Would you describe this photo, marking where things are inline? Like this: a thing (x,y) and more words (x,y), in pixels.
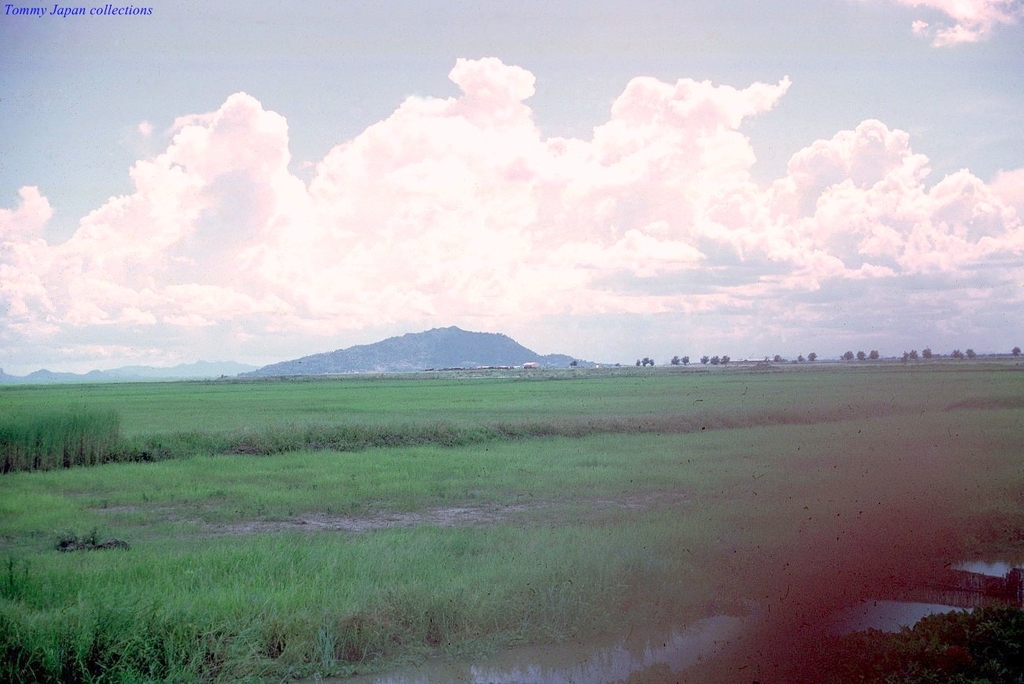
In this picture we can see grass (507,605), water (722,637), few plants (486,430), in the background (469,303) we can see few trees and clouds (378,332).
